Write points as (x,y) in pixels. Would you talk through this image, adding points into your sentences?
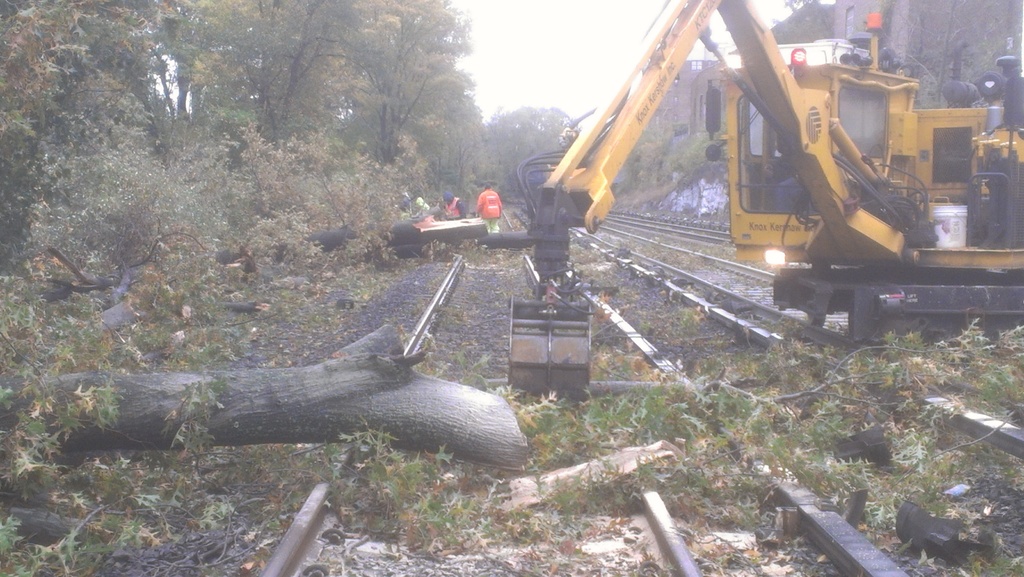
As we can see in the image there are trees (334,228), few people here and there, railway track (507,354) and crane (547,202). On the top (553,29) there is a sky (549,18).
